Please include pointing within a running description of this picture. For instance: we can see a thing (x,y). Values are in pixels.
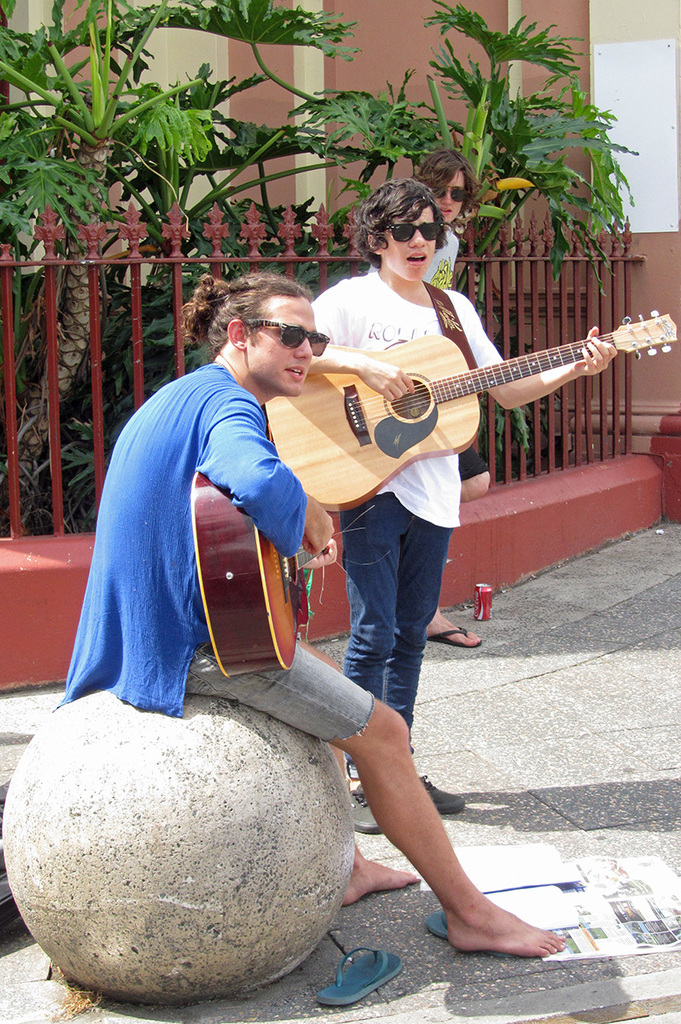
In this image I see 3 persons (176,390), in which 2 of them (252,333) are holding guitars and this person (237,413) is sitting on a stone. In the background (0,382) I see fence (5,371) and few plants (489,237).
